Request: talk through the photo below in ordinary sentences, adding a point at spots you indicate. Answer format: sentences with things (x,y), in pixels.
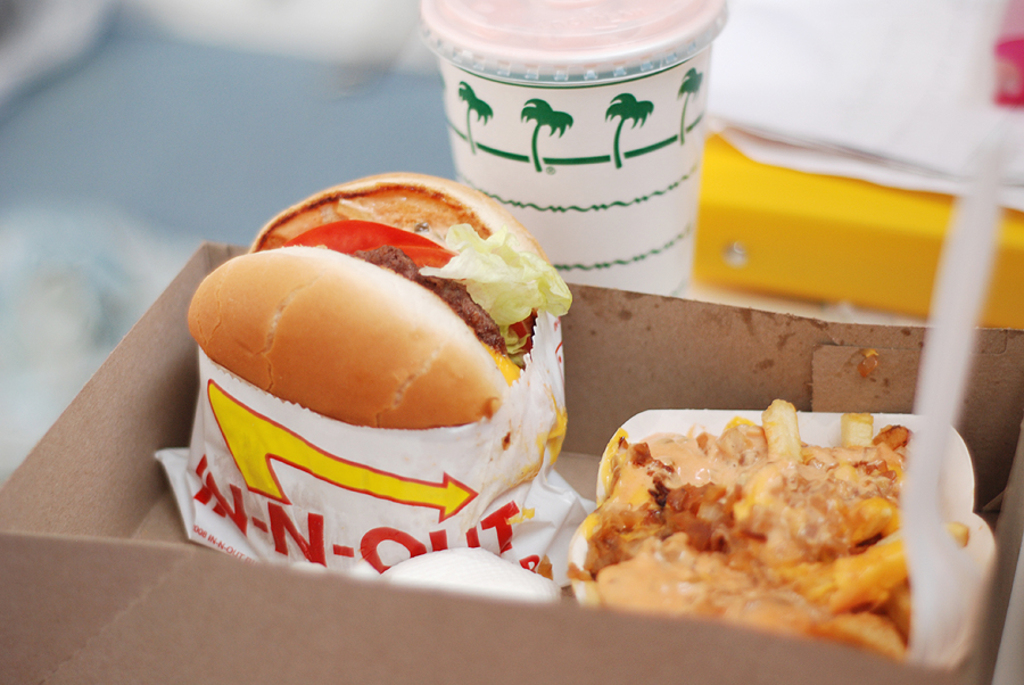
In this image we can see a burger (484,271) and fries (690,486) in a box (720,389). We can also see a glass (486,109) with a lid (535,66) placed on the table (208,231).
